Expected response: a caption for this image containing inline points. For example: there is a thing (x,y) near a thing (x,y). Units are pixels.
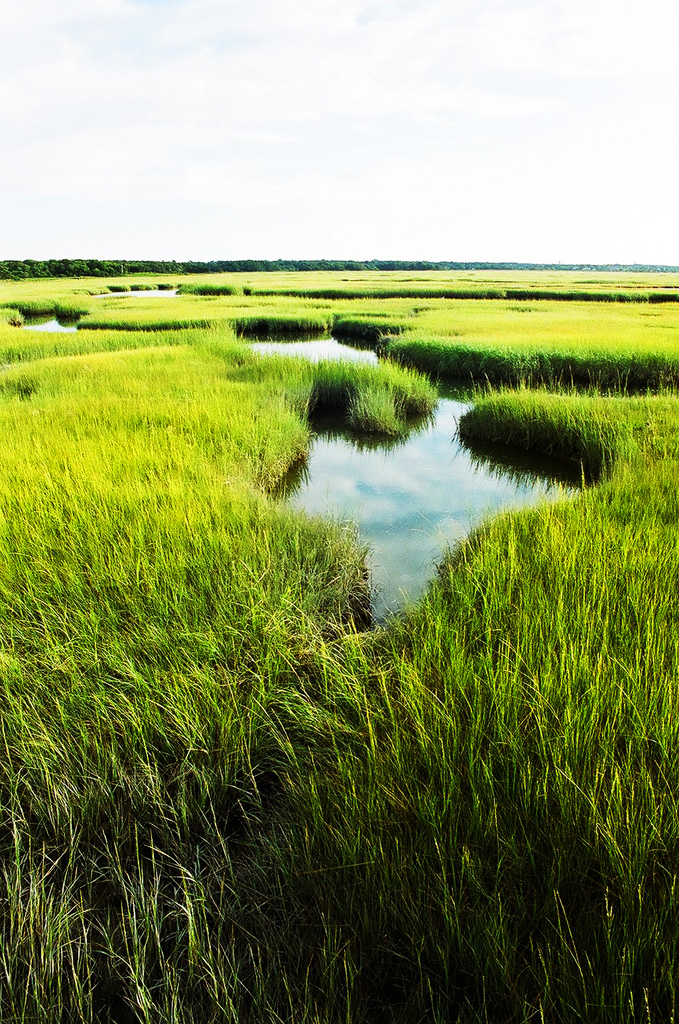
In this image I can see grass (57,791) in green color, water (331,487), and sky (223,122) in white color.
